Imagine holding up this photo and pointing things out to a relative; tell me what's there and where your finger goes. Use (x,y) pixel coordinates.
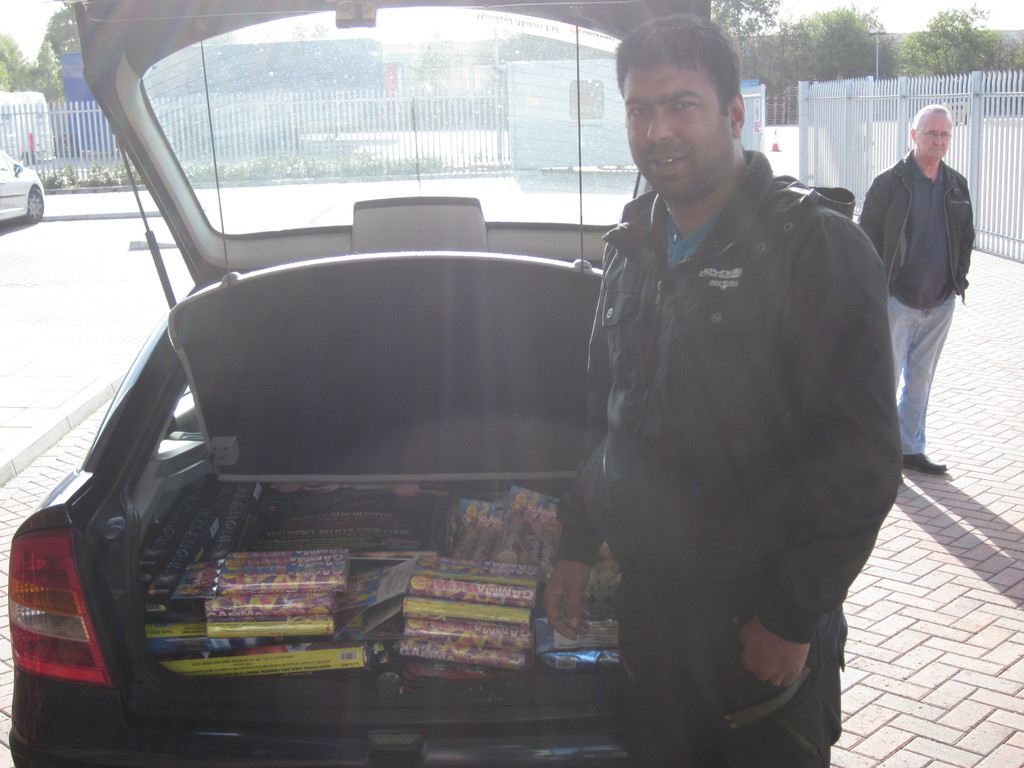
In the image we can see there are people (872,341) standing on the ground (862,621) and there are cars (134,589) parked on the ground (868,663). There are packets (473,631) kept in the car dicky (125,87). Behind there are trees (40,81).
